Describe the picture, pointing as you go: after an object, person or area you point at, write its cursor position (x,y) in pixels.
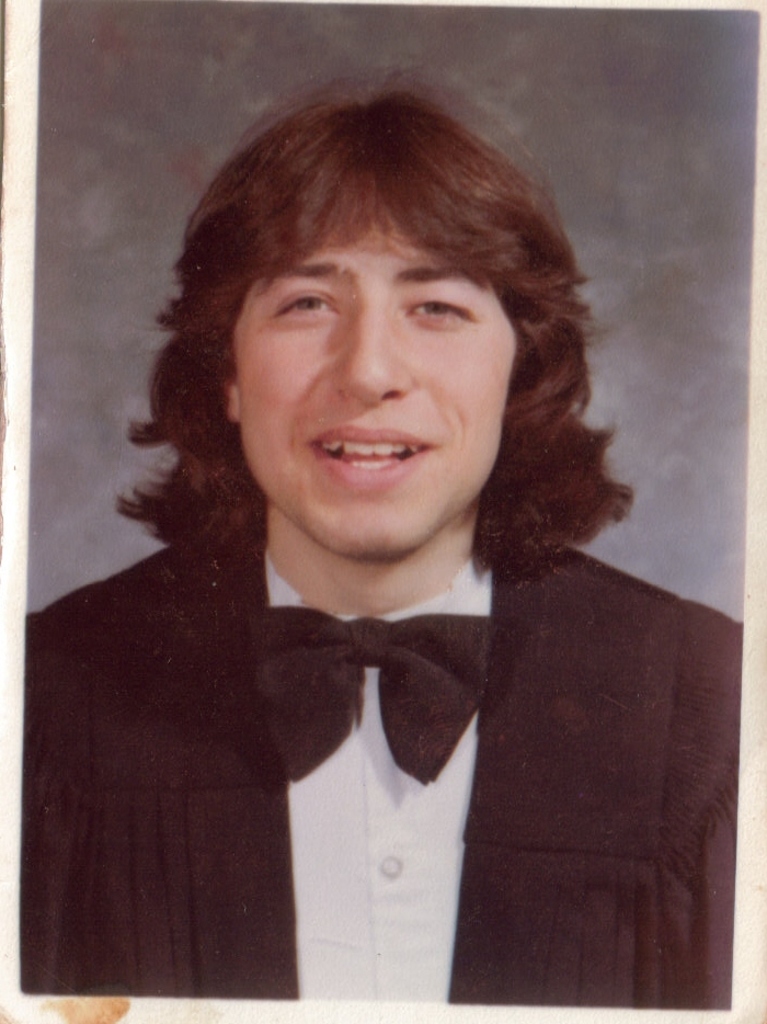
In the picture I can see one person photo (262,570).
